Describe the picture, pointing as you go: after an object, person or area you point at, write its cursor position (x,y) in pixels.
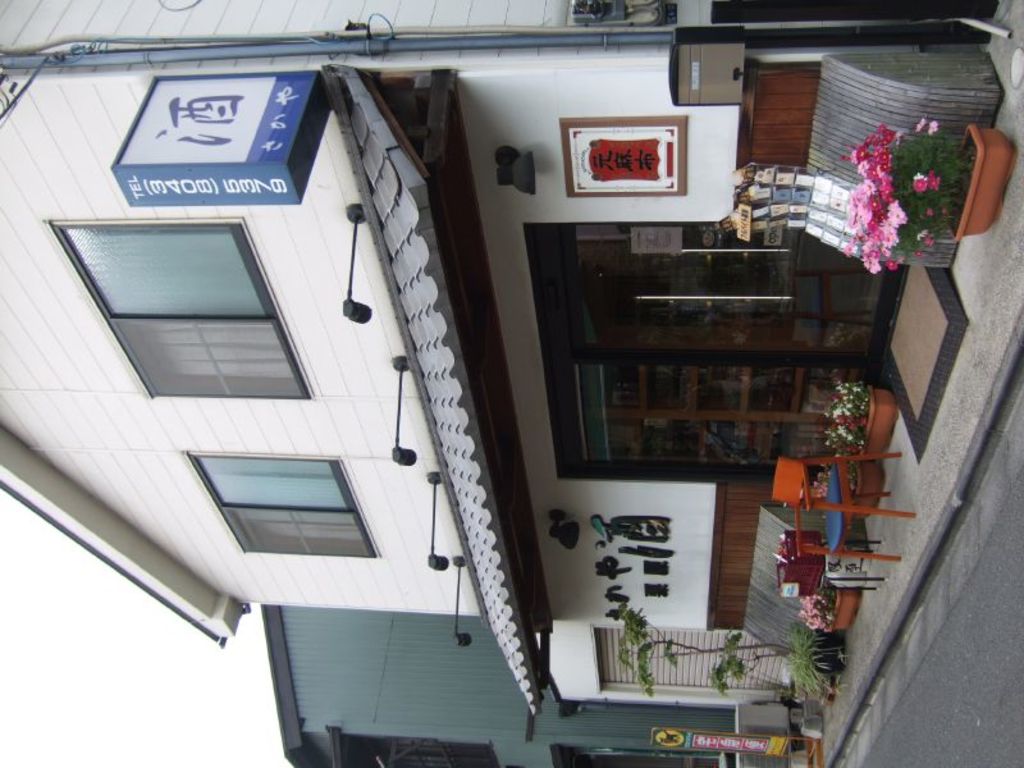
In this image i can see a building (152,342) and there is a window (131,336) visible and there is a pipe line (147,60) visible on the right side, and there is a flower pot (916,195) kept on the left side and there is a chair (860,508) kept on the middle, and there are some flower pots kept on the middle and there are some flower pots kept on the left side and there is a road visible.
